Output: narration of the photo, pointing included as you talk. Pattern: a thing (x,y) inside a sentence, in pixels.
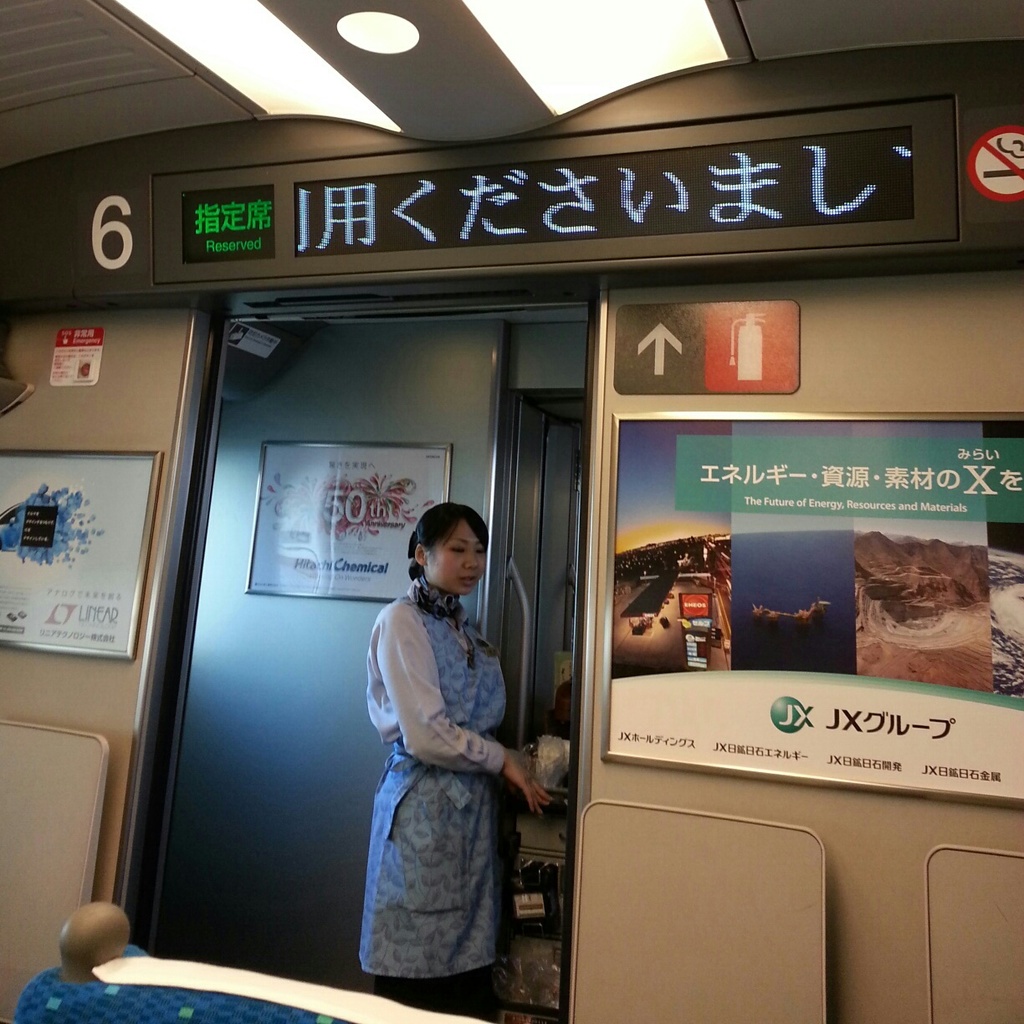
In this image, we can see a person (478,688) standing and wearing clothes (466,830). There is a board (108,535) on the left (93,589) and on the right side of the image (907,586). There is a light (518,34) at the top of the image (541,21).
